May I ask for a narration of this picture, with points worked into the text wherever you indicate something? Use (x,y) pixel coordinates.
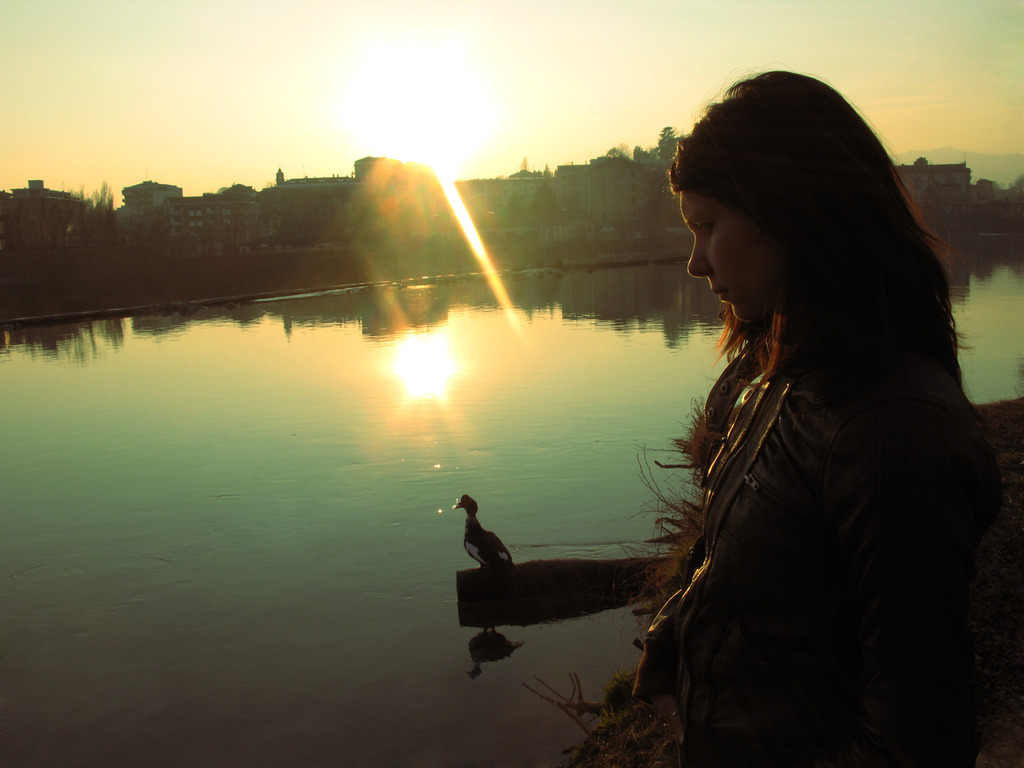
In this image we can see a woman (802,520) standing near the water (477,641) and there is a bird (477,531) standing on a log (566,584) and in the background (280,225) there are few buildings (622,200) and the sky (415,78).
